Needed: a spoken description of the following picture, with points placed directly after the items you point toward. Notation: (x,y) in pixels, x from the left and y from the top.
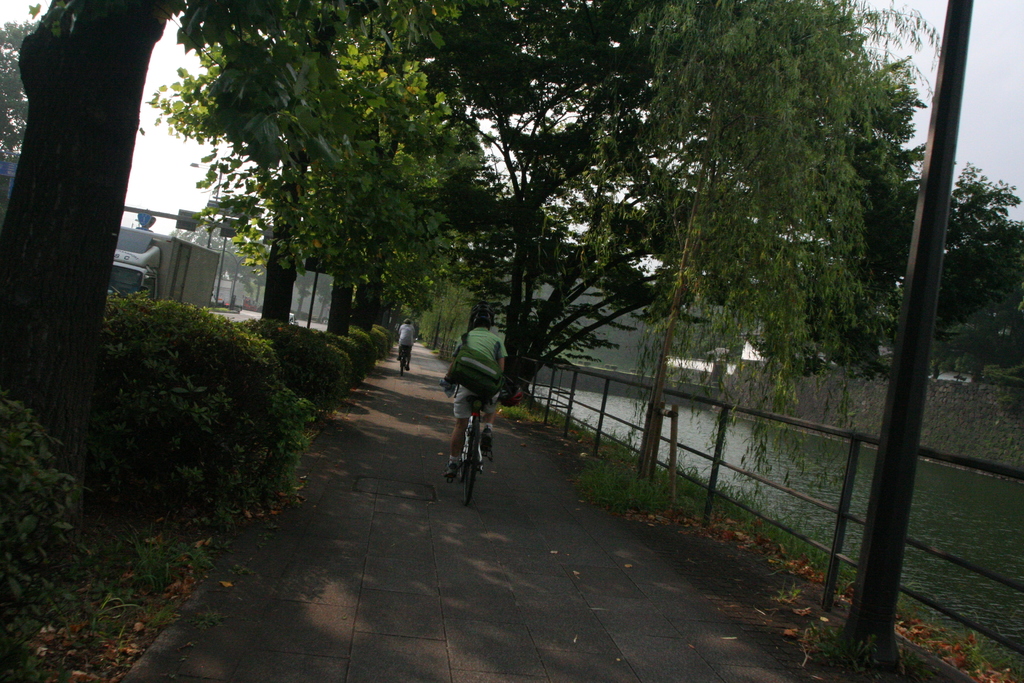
In this image I see 2 persons (462,375) who are on the cycles (471,434) and I see the path (415,471) and I see the bushes (237,451) and trees (515,356). I can also see pole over here and I see the fencing (551,405). In the background (790,471) I see the water (829,484) and I see few more trees (732,234) over here and I see the sky (1016,59).
